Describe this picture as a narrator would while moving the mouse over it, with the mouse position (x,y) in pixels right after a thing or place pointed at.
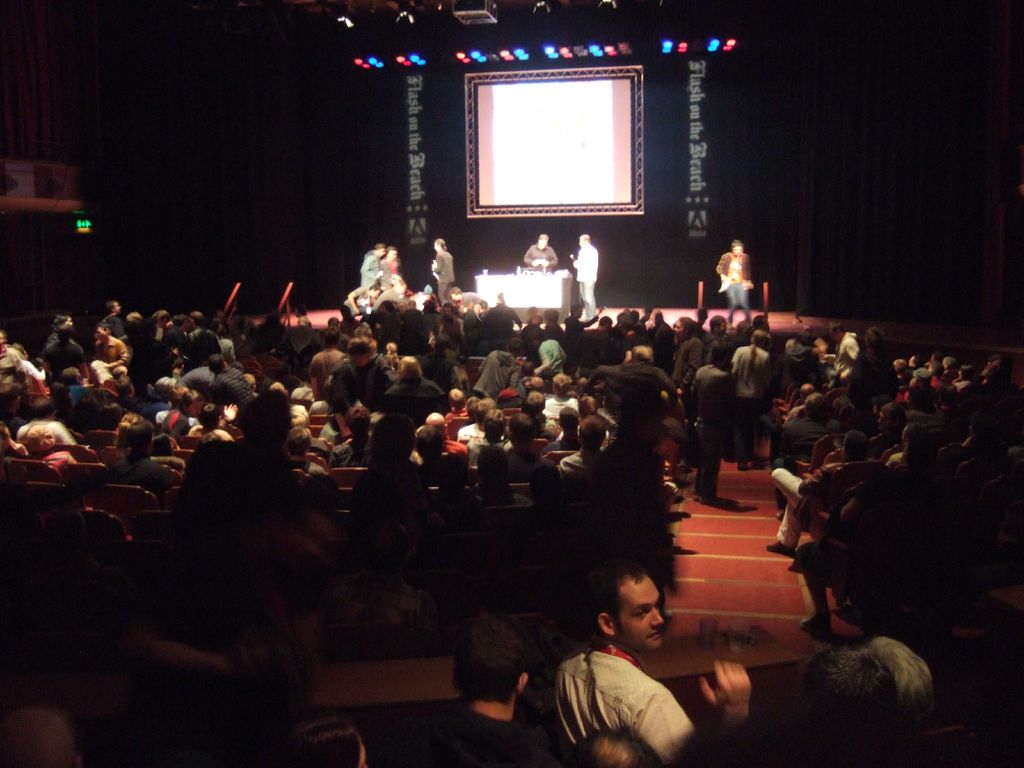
In this picture I can observe some people (428,400) sitting on the chairs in front of the stage (519,277). I can observe few people (379,282) on the stage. The background (858,160) is dark.
